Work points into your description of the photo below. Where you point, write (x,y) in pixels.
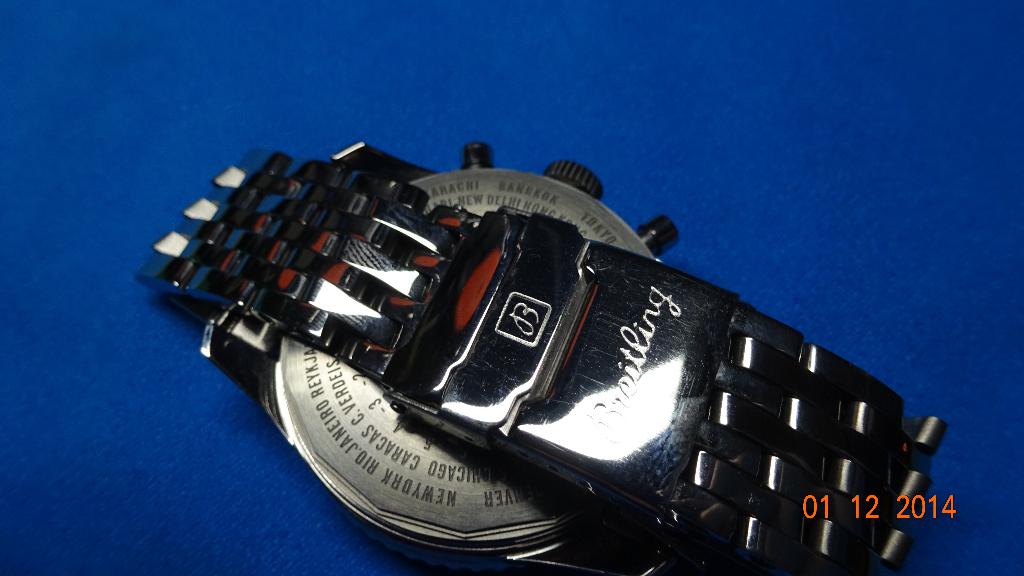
In the center of the image (595,229) we can see a wrist watch (368,410) placed on the surface (74,366).
